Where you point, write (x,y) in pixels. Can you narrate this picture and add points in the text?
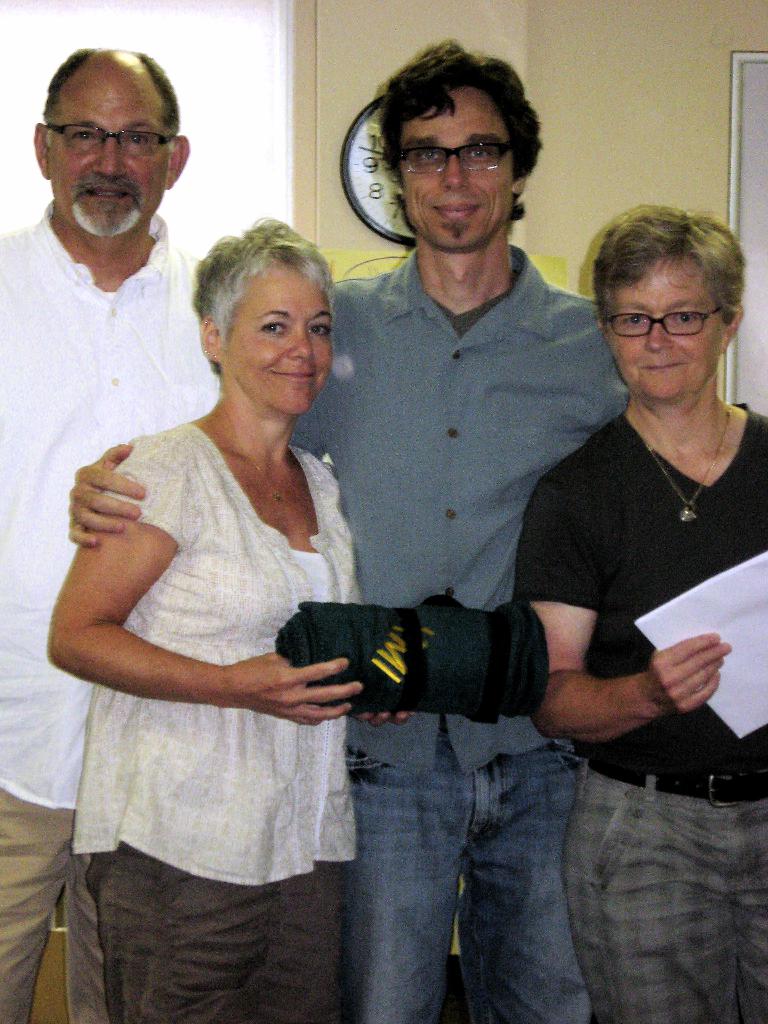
In the image there are two men (124,298) and two ladies (741,510) are standing. On the right side of the image (667,536) there is a lady (662,498) with spectacles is holding papers (757,680) in the hand (681,679). And there is a chain (682,498) around her neck (685,425). There are two men (168,231) with spectacles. In front of them there is a lady (265,535) holding an object (362,645) in the hand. Behind them there is a wall clock (372,153) on the wall (366,6) and also there is a window (262,150). On the right corner of the image (754,69) there is a white board (745,116).
